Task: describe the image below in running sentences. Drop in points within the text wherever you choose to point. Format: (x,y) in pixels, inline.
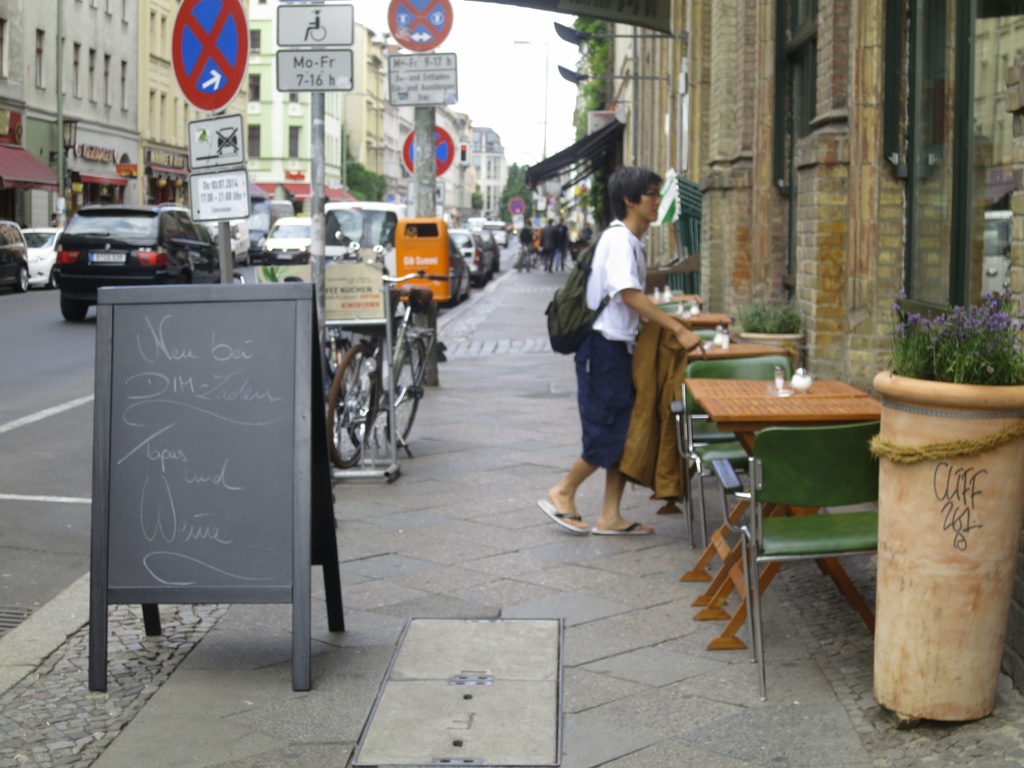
These are buildings (752,69). Beside this pole (322,199) there are bicycles (374,355). Vehicles (105,263) on road (17,380). Far this persons (552,248) are standing. This person (622,243) is standing in-front of this table (750,398) and holding a jacket (649,432). These are chairs (798,438) and tables (771,413). In-front of this building (888,191) there are plants (756,322). These are sign boards (284,59).
